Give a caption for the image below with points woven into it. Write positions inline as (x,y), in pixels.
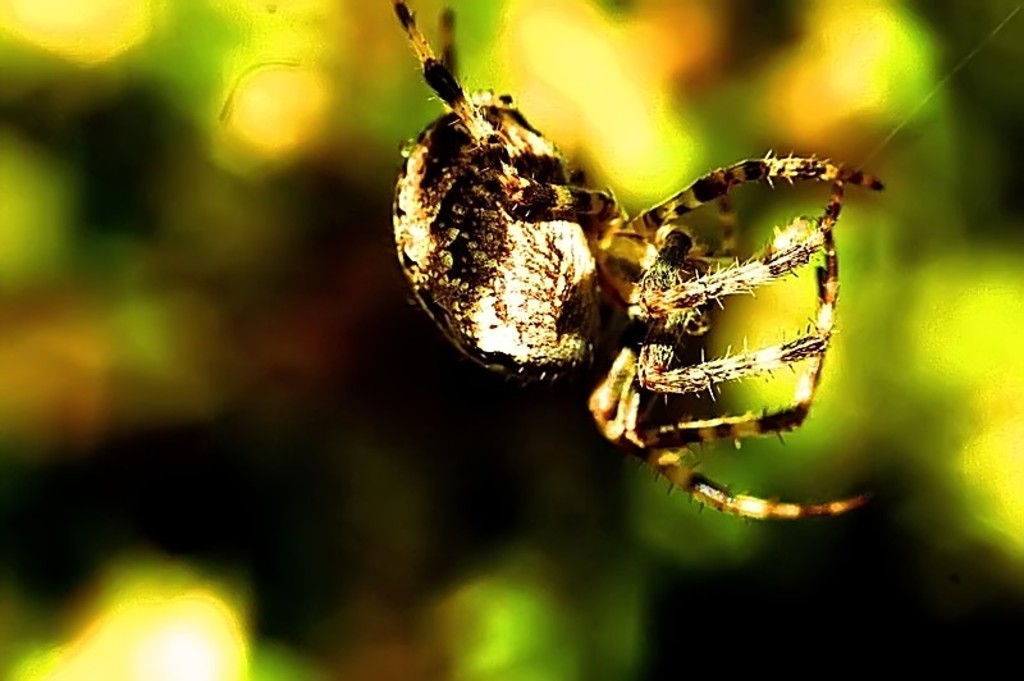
In this picture there is a spider (542,357) who is holding a web (904,125). In the background (192,382) we can see plant (750,387).
